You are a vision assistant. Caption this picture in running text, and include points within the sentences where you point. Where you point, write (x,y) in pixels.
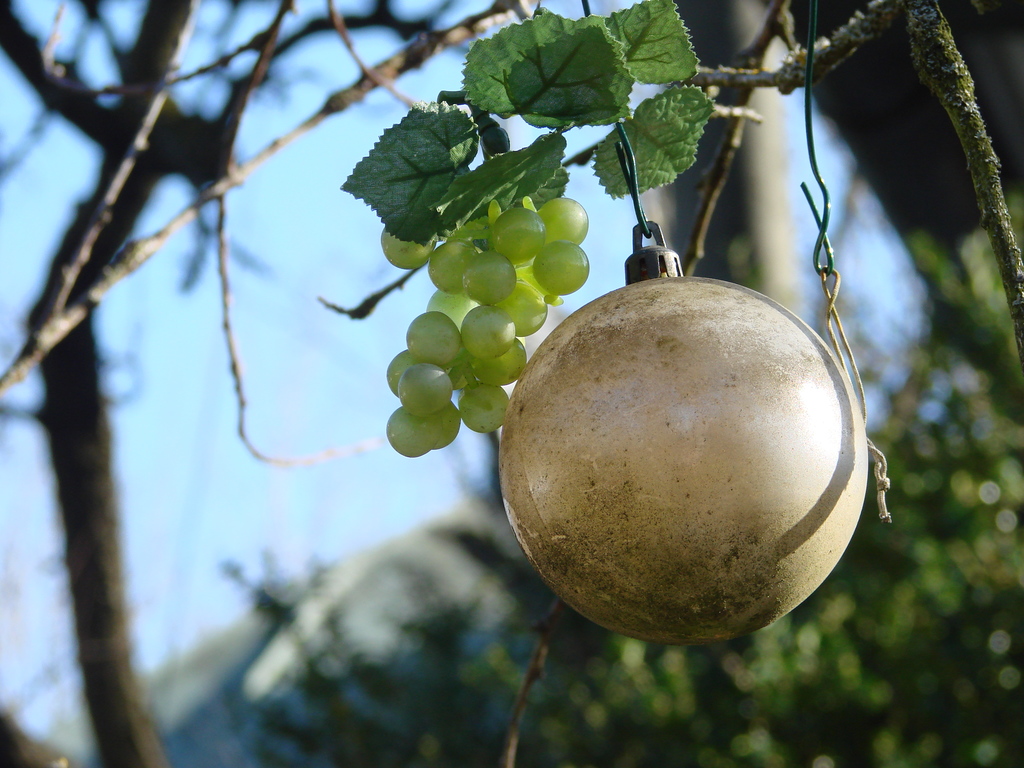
In this image, there are a few trees (702,53). Among them, we can see a tree (867,11) with some fruits (518,232) and objects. We can also see the blurred background (236,597).
